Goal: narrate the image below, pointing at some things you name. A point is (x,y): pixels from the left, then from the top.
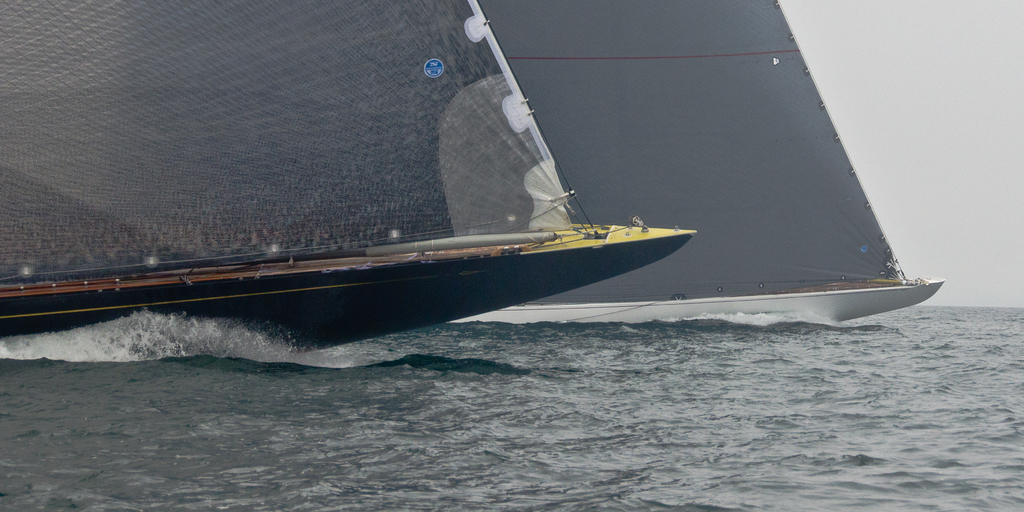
In this image I can see the boats (763,242) on the water (752,434). In the background (892,102) I can see the sky (915,144).
